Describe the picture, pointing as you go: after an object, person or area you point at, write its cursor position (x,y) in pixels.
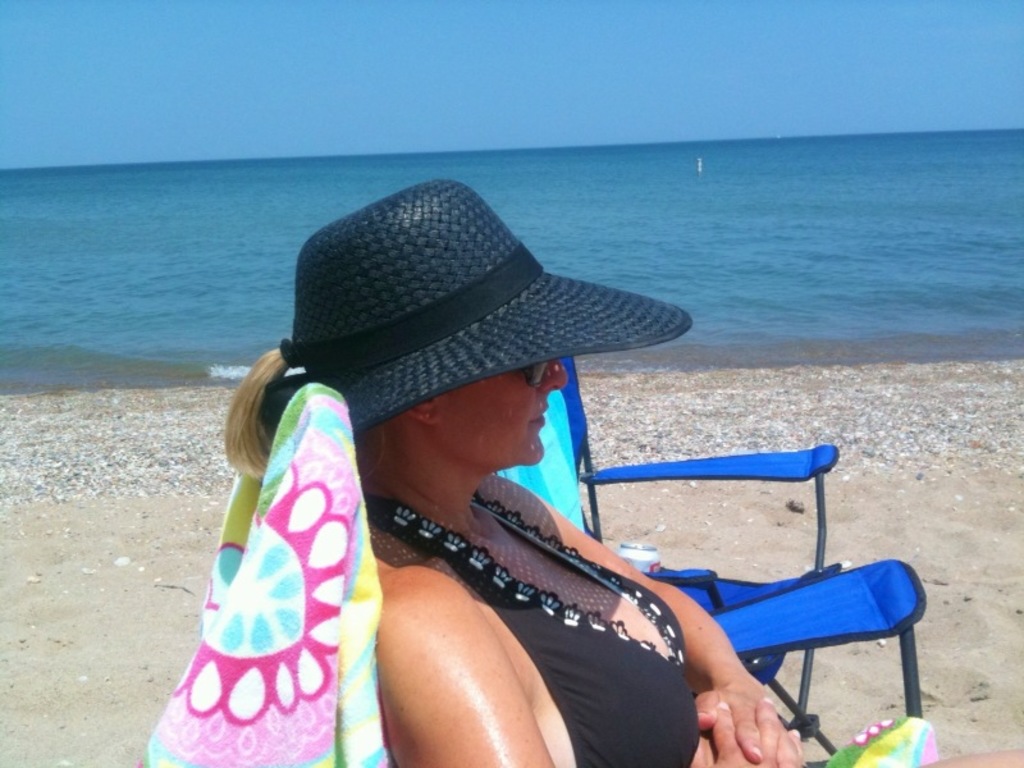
In this picture I can see a woman (457,575) sitting on the chair (219,728) and she is wearing a cap (520,354) and I can see another chair (732,474) in the back (571,478) and a cloth (282,701) on the chair (347,760) and I can see water (851,217) and a blue sky (571,71).
